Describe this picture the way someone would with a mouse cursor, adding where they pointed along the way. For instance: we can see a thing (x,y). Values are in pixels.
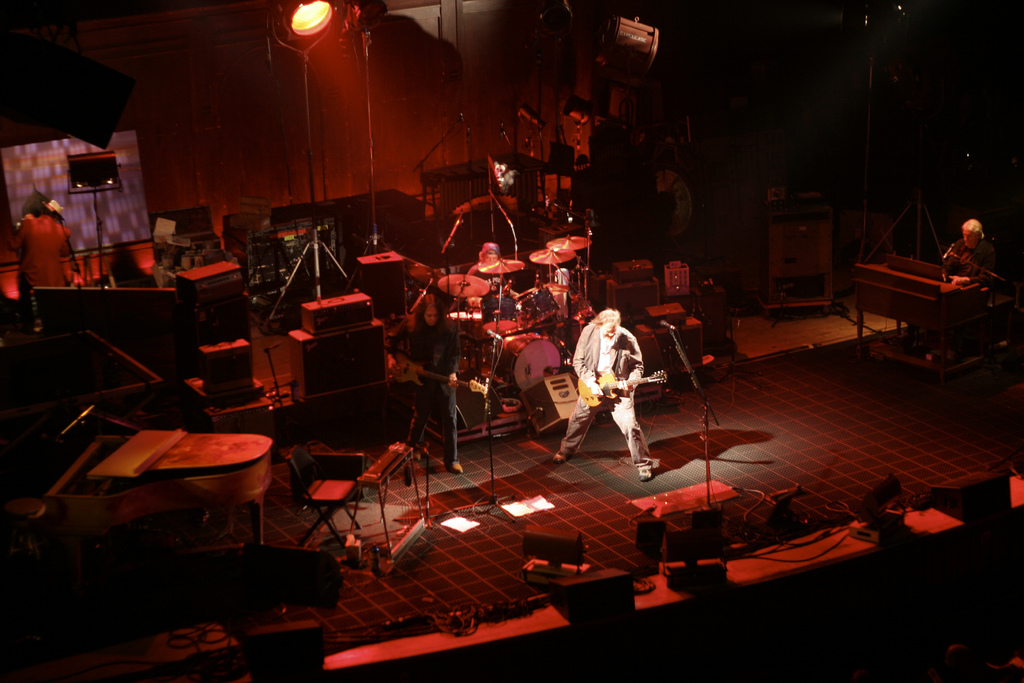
In this picture i could see a person (621,372) holding a guitar (592,397) in his hands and the other person (451,378) standing and holding a guitar (432,372). In the back ground (493,303) there are some drums (508,294) all other musical instruments (322,300) surrounded and the flash light (306,9) on.
